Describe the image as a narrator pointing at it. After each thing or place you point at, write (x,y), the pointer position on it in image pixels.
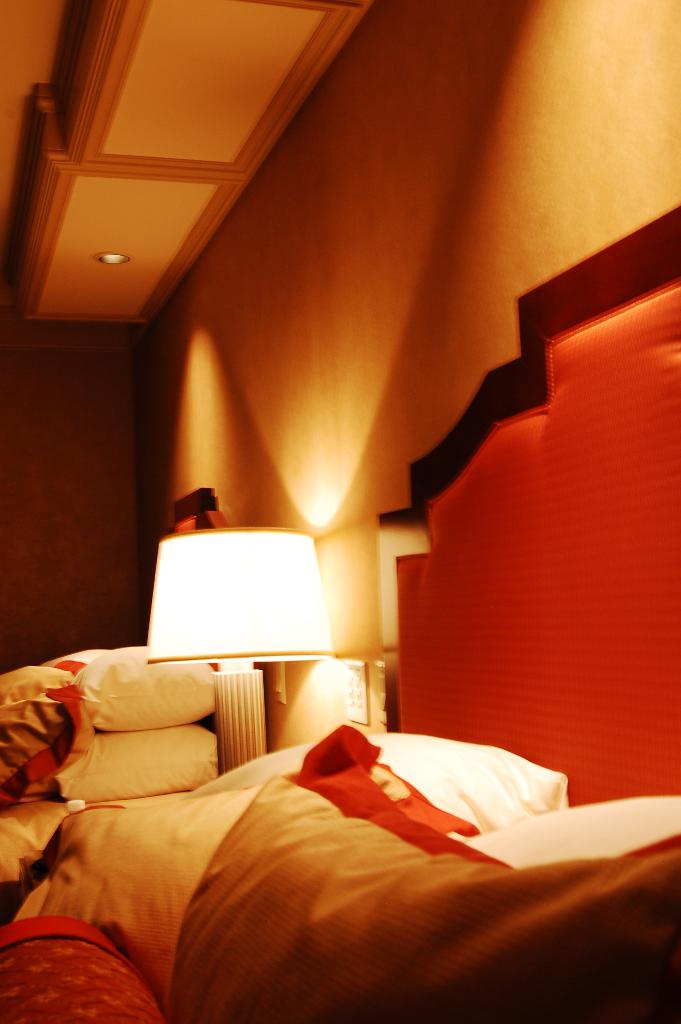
This picture describes about inside view of a room (214,422), in this we can find a bed (185,768), few pillows (170,790) and lights (193,555).
